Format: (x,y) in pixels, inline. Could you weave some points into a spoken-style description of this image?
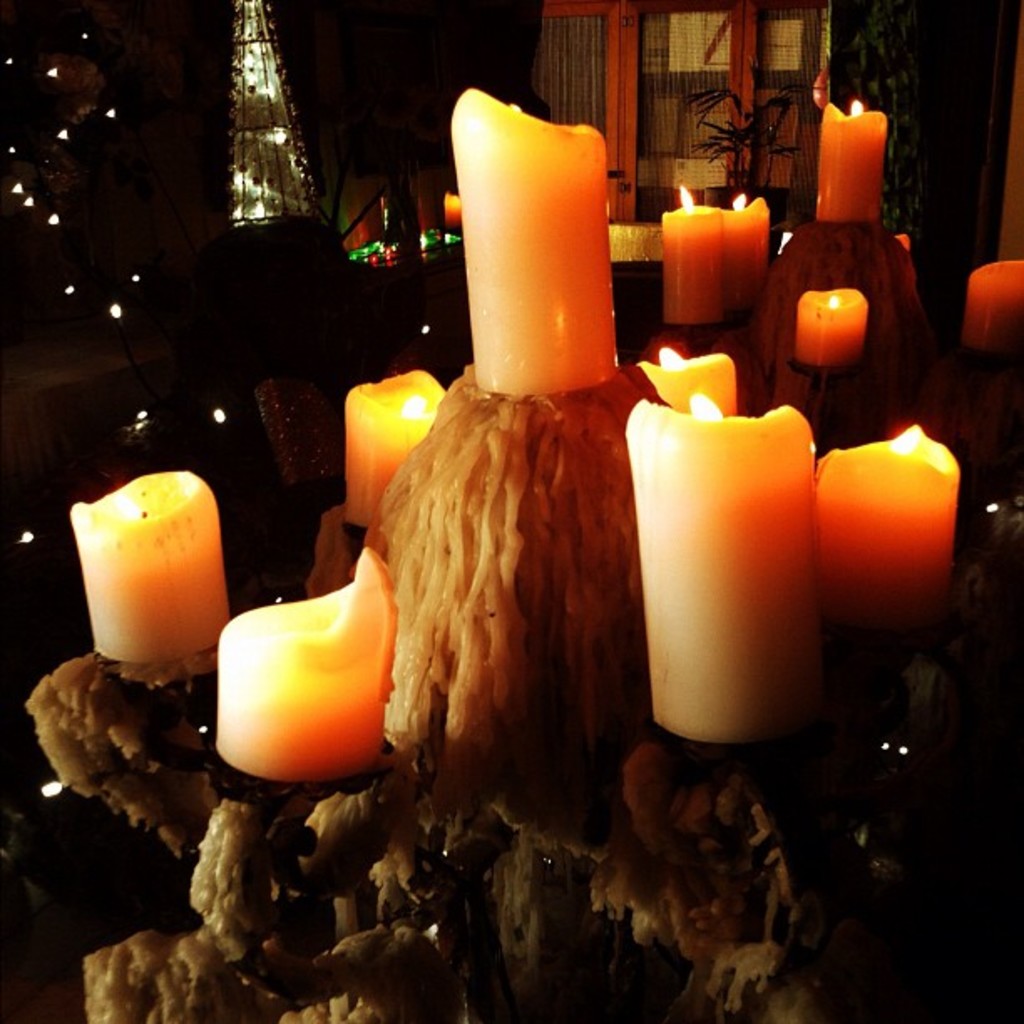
This picture is inside view of a room (364,273). We can see lights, window (676,103), plant (699,150), candles (543,322), stand (439,588), wall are there.
